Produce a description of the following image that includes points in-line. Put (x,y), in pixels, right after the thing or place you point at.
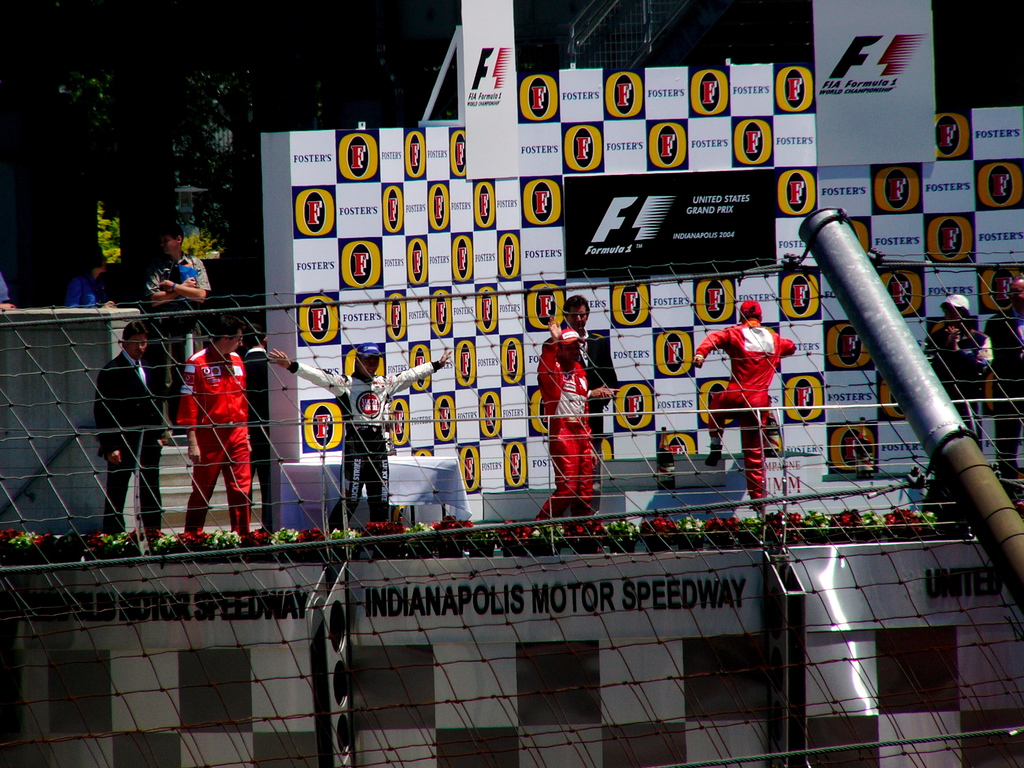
In the image in the center (679,503) we can see one stage (531,566). On the stage (522,502), we can see few people (200,501) were standing. And we can see banners (820,382), plant pots (718,535), flowers (687,529), fence (337,544) and pole (864,302). In the background (84,104) we can see trees (97,98) and buildings (368,68).
